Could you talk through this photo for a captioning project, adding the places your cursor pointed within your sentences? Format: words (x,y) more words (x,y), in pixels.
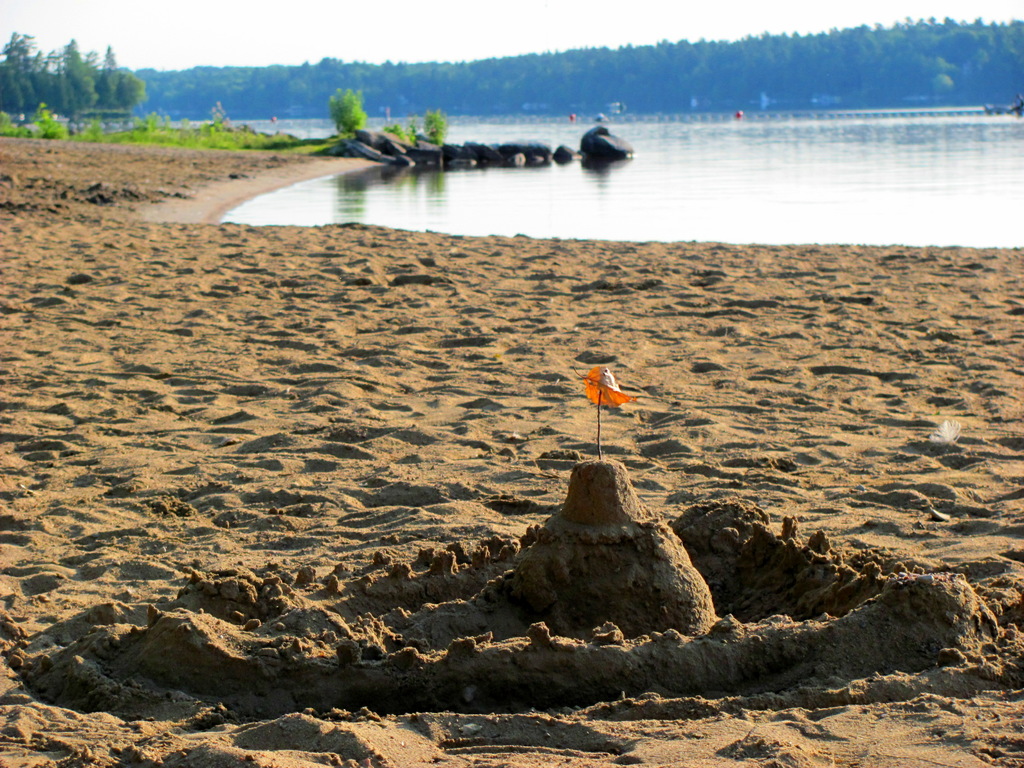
In the foreground (692,356) I can see sand (499,347), water (756,232), some objects (592,377), grass (189,136), trees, fence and rocks (495,152) in the water (684,170). In the background (799,92) I can see mountains (799,92) and the sky (531,46). This image is taken may be near the lake (736,185).
